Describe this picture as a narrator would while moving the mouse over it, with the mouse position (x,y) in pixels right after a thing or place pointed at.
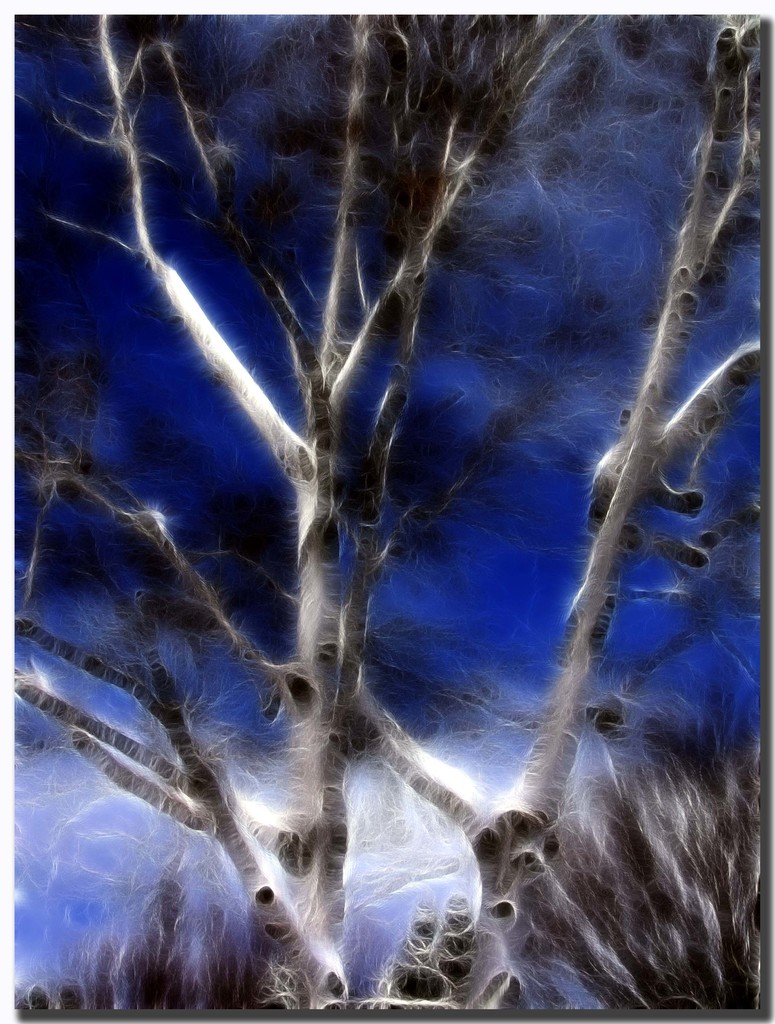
In this image we can see the animated trees (303,646). There is a blue color background (419,608) in the image.
